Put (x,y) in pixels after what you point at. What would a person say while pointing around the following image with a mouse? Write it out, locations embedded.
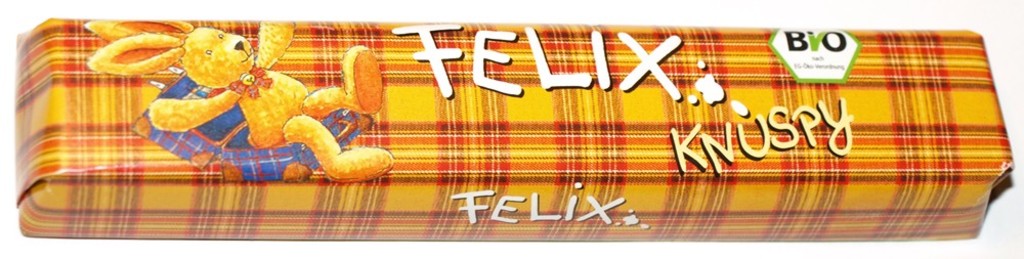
In this image we can see a object (475,114) with some text (449,83) and a cartoon (252,116) on it.
